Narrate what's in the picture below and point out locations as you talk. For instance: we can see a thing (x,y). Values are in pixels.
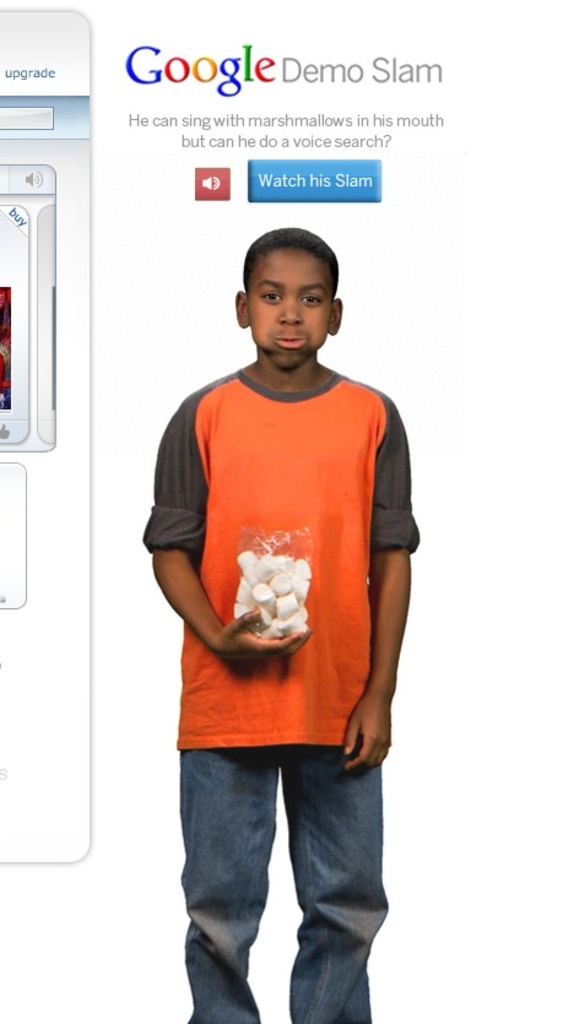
In this image see a boy (231,532) is standing and holding something in his hand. He is wearing orange and black color t-shirt (340,507) with blue jeans (350,897). Top of the image (194,79) we can see some text (332,136) is written.
